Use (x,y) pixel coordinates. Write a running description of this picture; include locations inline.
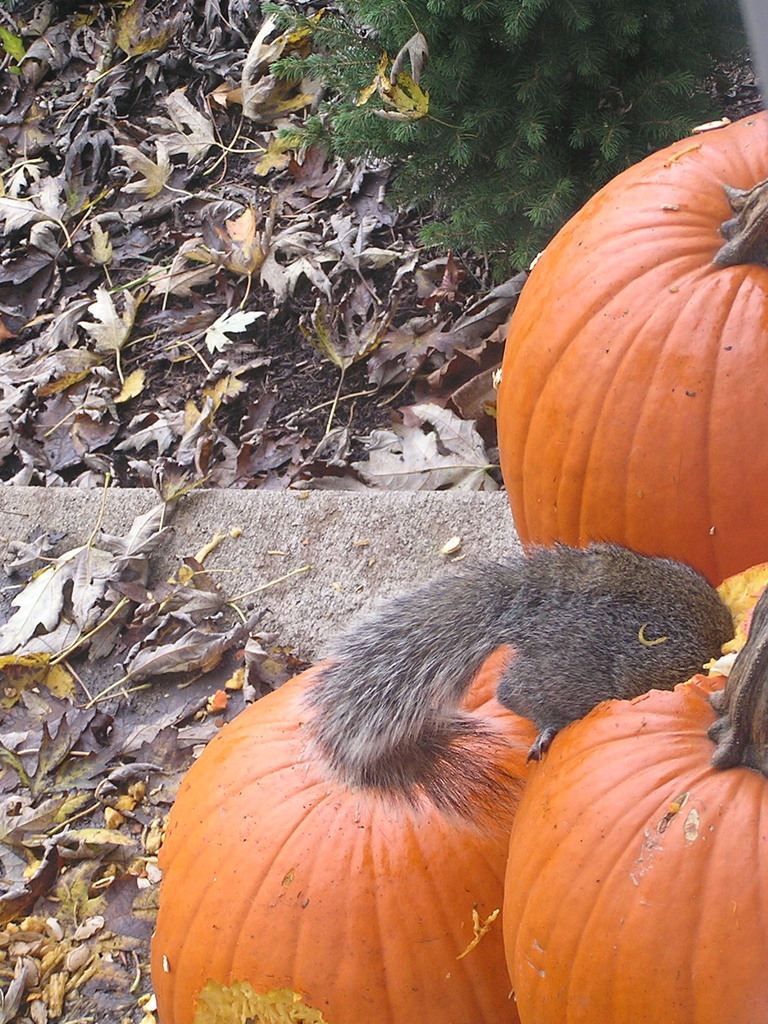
There are three pumpkins (496,846). This looks like an animal (617,681). These are the dried leaves (183,469). I think this is a plant (535,72).
